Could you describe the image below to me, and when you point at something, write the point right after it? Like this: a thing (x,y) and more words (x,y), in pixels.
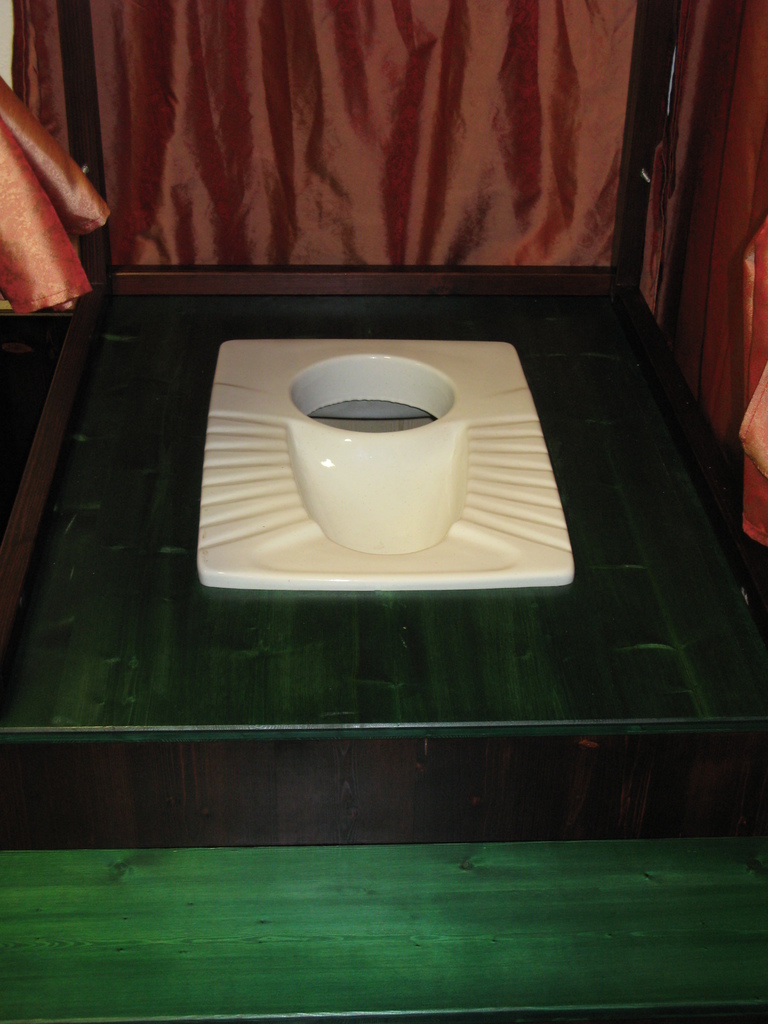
In this image a toilet (349,483) on the wooden surface (553,741), there is a cloth (337,134), there is a cloth (40,223) truncated towards the left of the image (50,233), there is a cloth (756,437) truncated towards the right of the image (750,389).
